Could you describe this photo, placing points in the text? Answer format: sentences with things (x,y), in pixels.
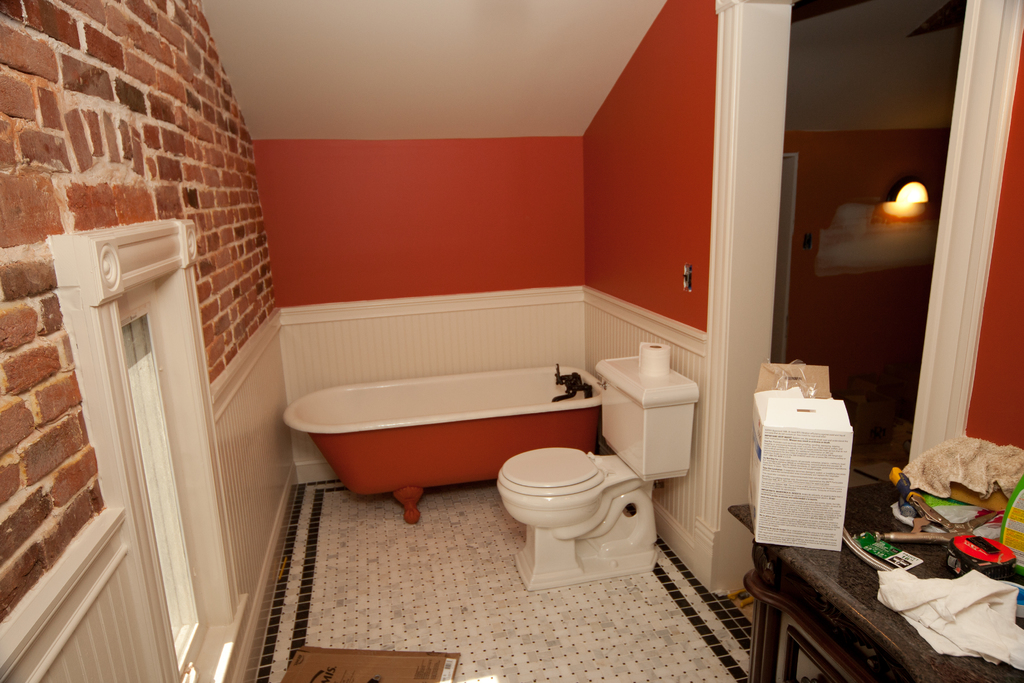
In this image I can see a toilet (604,423) in white color, in front I can see a tub (495,389) in white and brown color. Background (337,356) I can see a wall (365,306) in brown and white color, in front (947,648) I can see few papers (812,401), cloths (919,472) which is in white color on the table (804,577) and the table (789,612) is in brown color.
